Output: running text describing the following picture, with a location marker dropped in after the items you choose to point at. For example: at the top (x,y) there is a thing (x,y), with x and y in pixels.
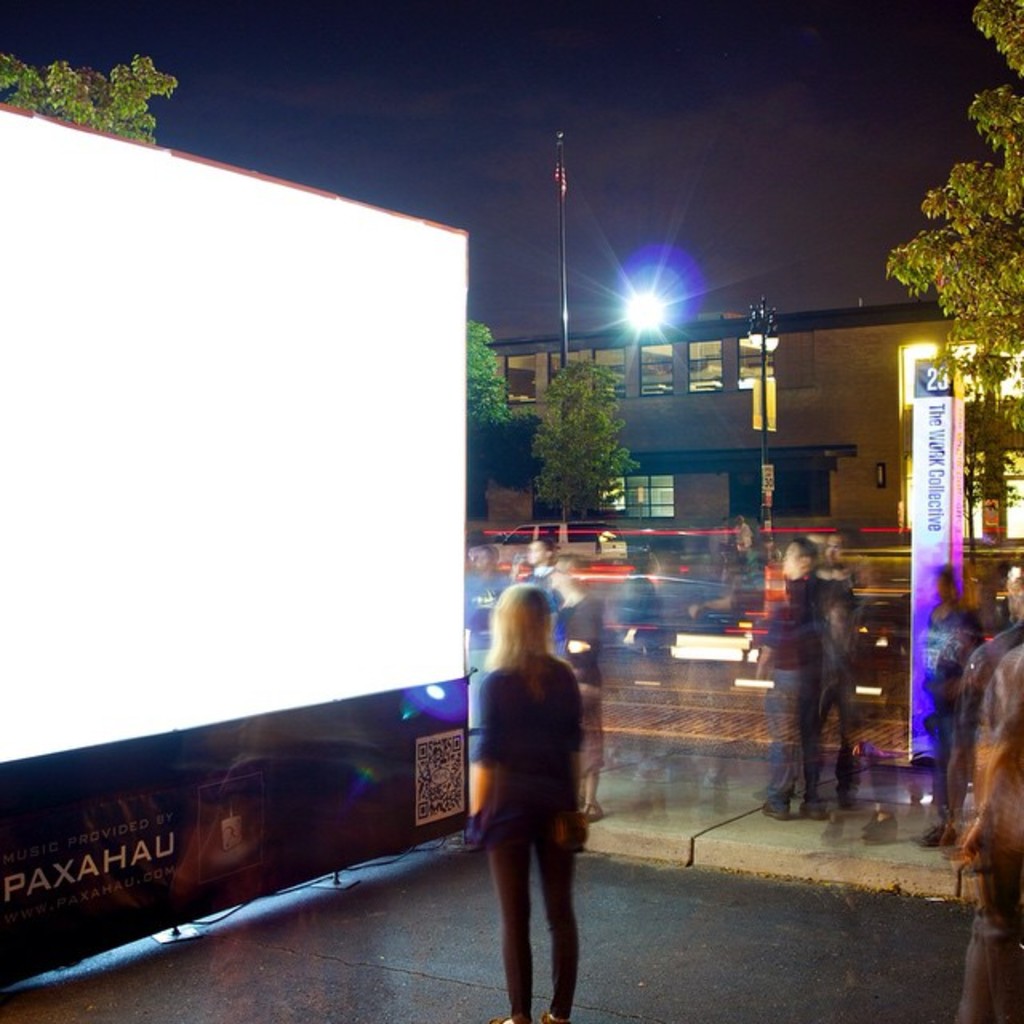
In this image a few persons (535,753) are standing in front of a digital screen (245,697) and watch it, there are few trees (119,91), a street light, a building (557,365), a flag pole (560,191) and a flag (556,174) in the image.
